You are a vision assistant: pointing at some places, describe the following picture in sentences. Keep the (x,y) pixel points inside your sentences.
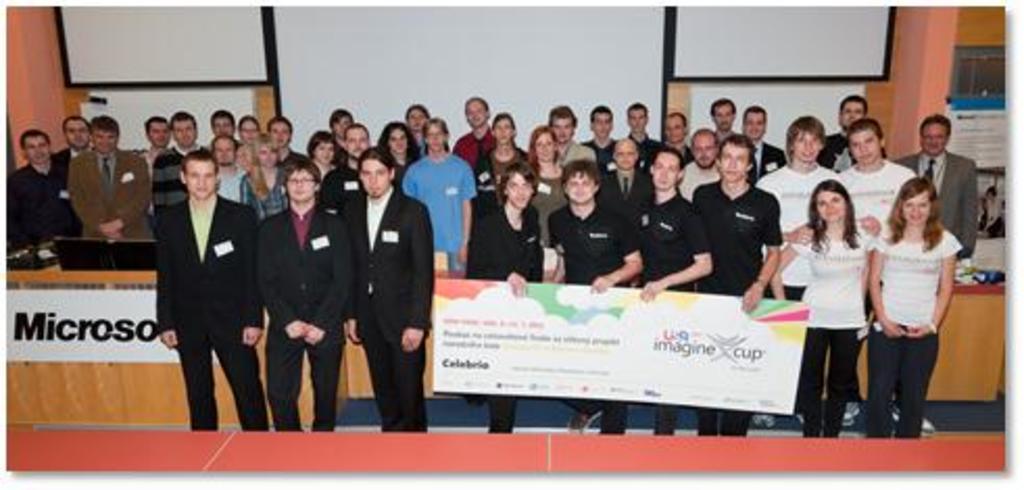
There is an image of people (505,202) standing. People (918,204) at the front (570,324) are holding a board (621,348). There are white boards (491,65) at the back (293,140). There are monitors (92,269) on the left (133,264).
